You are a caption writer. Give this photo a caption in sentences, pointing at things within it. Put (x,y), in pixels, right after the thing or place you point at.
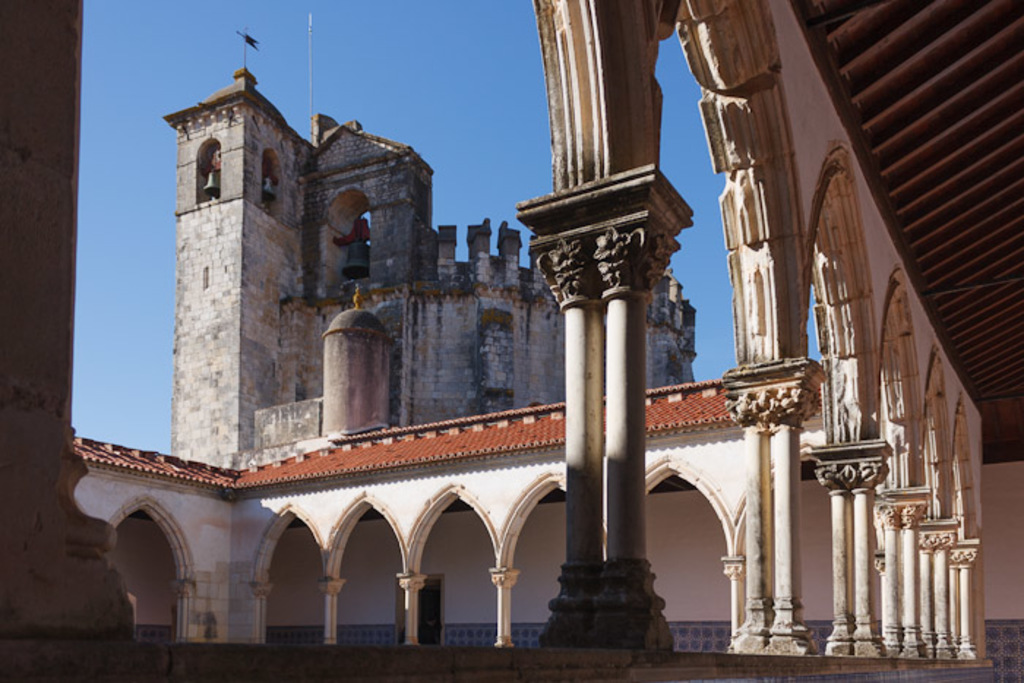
In this image we can see a view of a building (885,443). At the top (482,84) we can see the sky (440,65). There is also a pole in this image.
